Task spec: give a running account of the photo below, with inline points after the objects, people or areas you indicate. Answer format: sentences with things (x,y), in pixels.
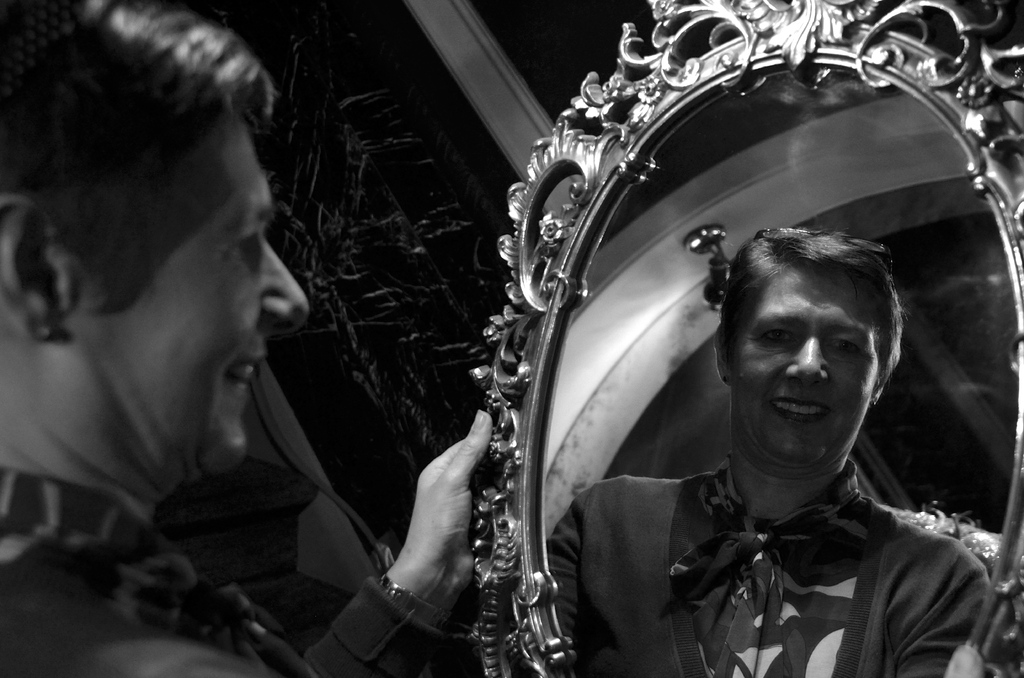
This is a black and white image. In this image we can a woman (223,386) holding a mirror (496,454). We can also see the reflected image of that woman (19,589) in a mirror (503,533).
